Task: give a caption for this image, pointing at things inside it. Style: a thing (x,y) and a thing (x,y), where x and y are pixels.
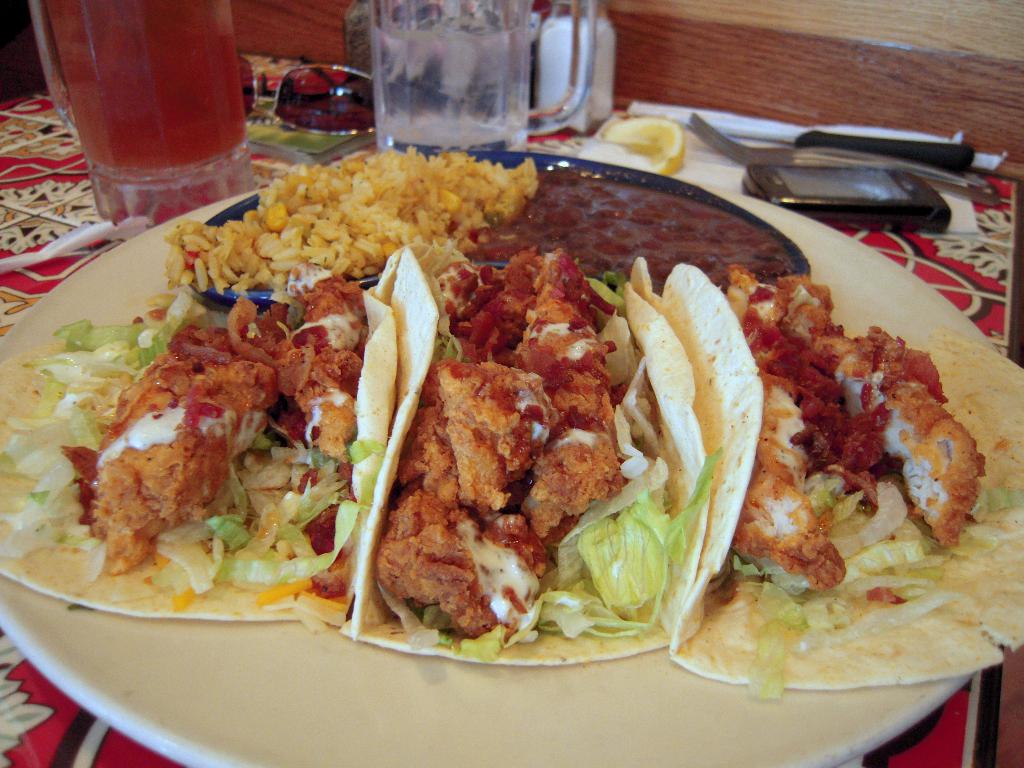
In the image there are some food items (368,511) served on a plate (483,756) and beside the plate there are glasses (184,60), goggles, a mobile phone (850,176) and other objects (720,132). All these things (781,219) are kept on a table (24,136).
